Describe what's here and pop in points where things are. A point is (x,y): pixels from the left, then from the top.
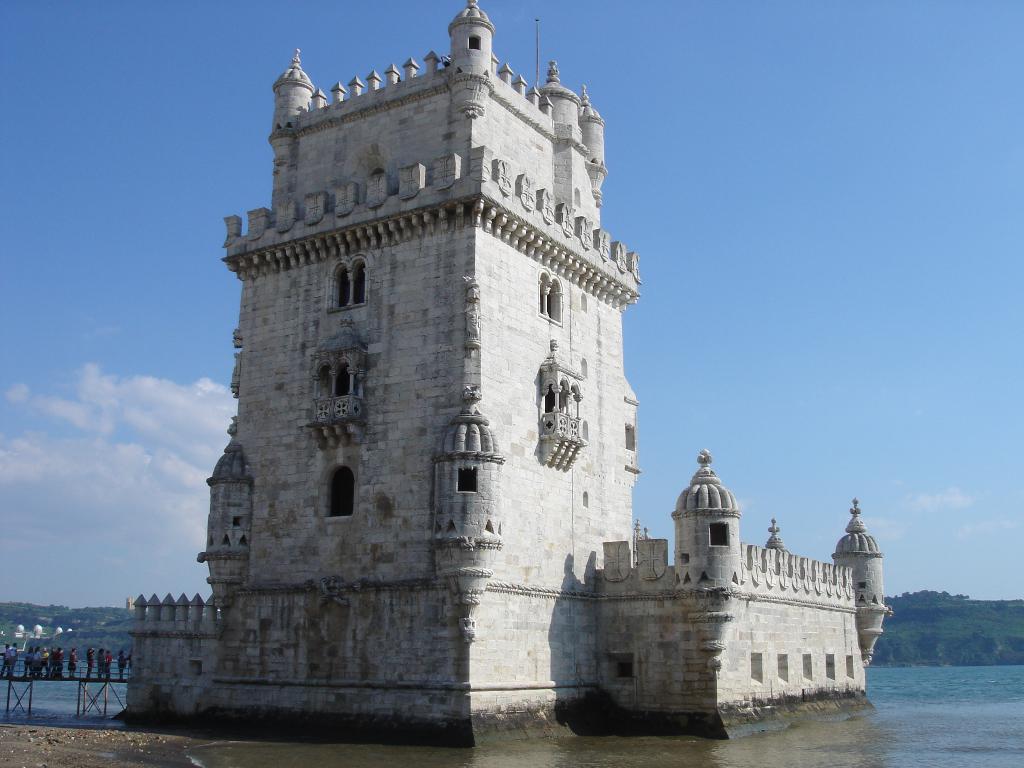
In this image we can see a building (373,489), few people (59,674) standing on the bridge (71,680) beside the building (386,655), in the background (881,682) there is water (943,692), mountains (910,651) and the sky (176,385) with clouds (177,431).
